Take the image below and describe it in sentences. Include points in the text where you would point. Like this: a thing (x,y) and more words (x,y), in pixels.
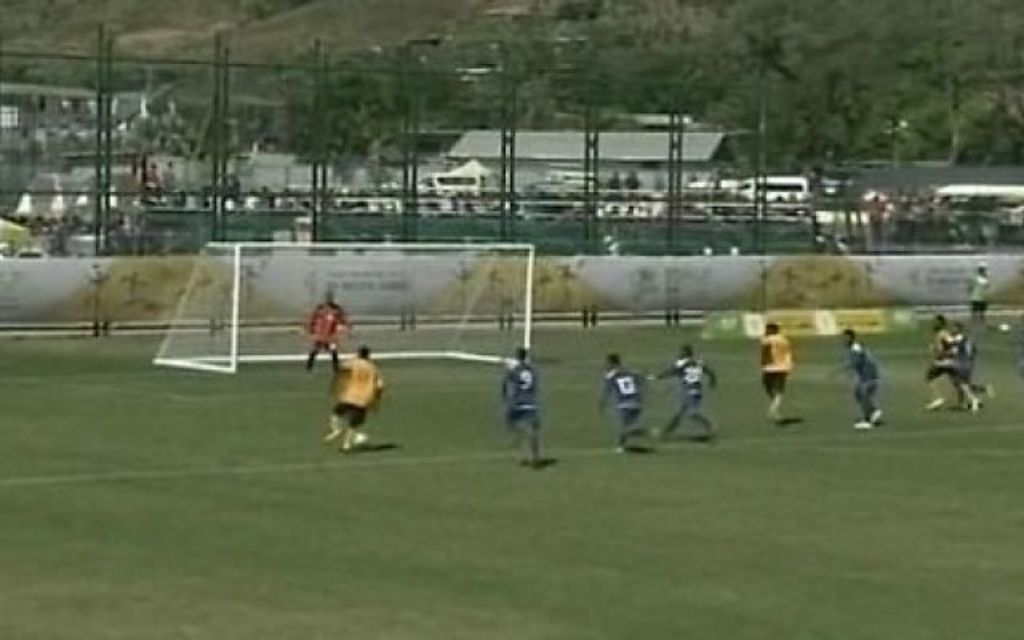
There are group of people (974,393) running. I think they are playing the football game. This is a football goal post (181,352). I think this is a fence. These are the hoardings (662,278). In the background (710,97), I can see the buildings (591,161) and trees (677,81).
